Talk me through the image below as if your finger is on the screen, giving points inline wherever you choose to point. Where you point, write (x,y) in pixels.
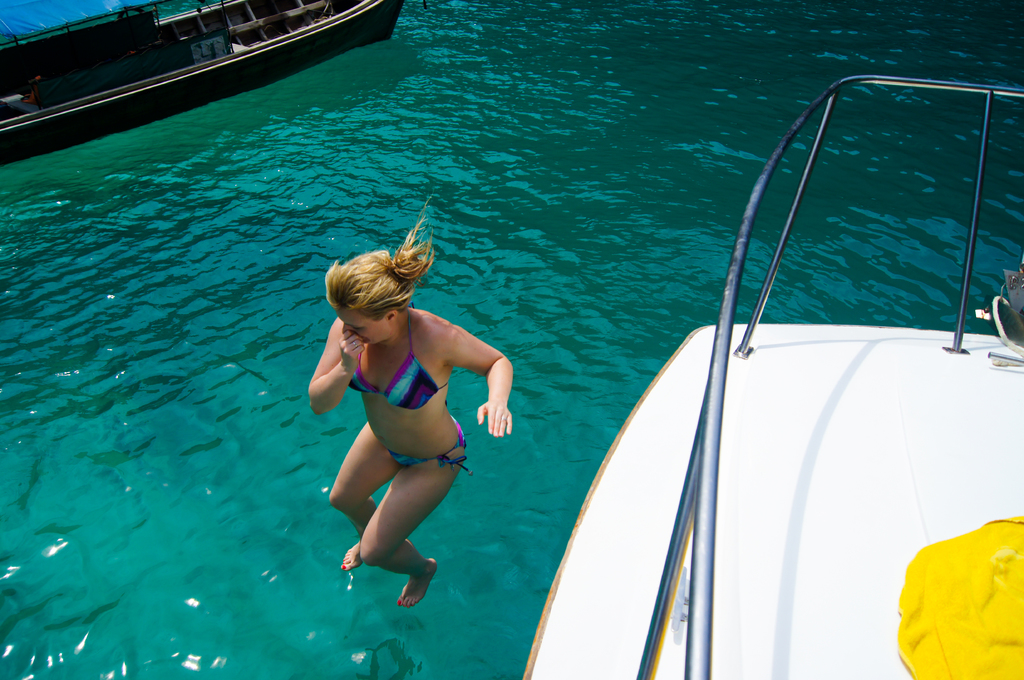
In this image there is a woman (411,404) who is jumping into the water (309,502) from the boat (719,461) which is beside her. On the left side (107,86) top there is another boat (172,90) in the water (200,128). On the right side (954,569) there is a yellow color cloth (958,605) on the boat (848,573).
